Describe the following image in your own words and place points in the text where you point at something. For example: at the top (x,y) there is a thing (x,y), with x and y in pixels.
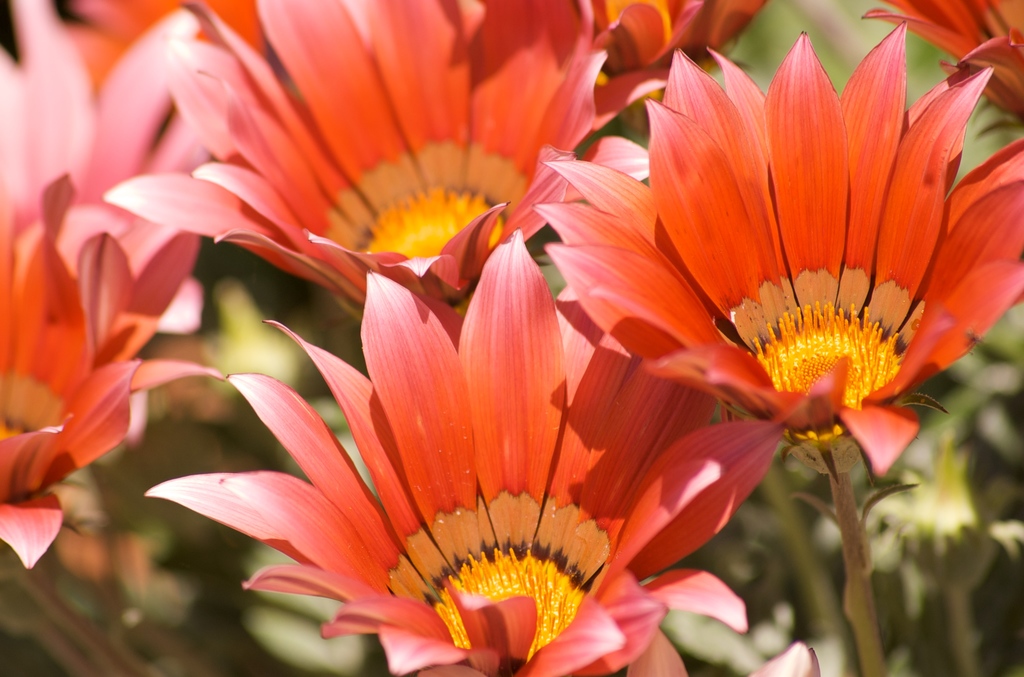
In this image we can see some flowers (426,151). In the background of the image (895,532) there is a blur background (1017,561).
